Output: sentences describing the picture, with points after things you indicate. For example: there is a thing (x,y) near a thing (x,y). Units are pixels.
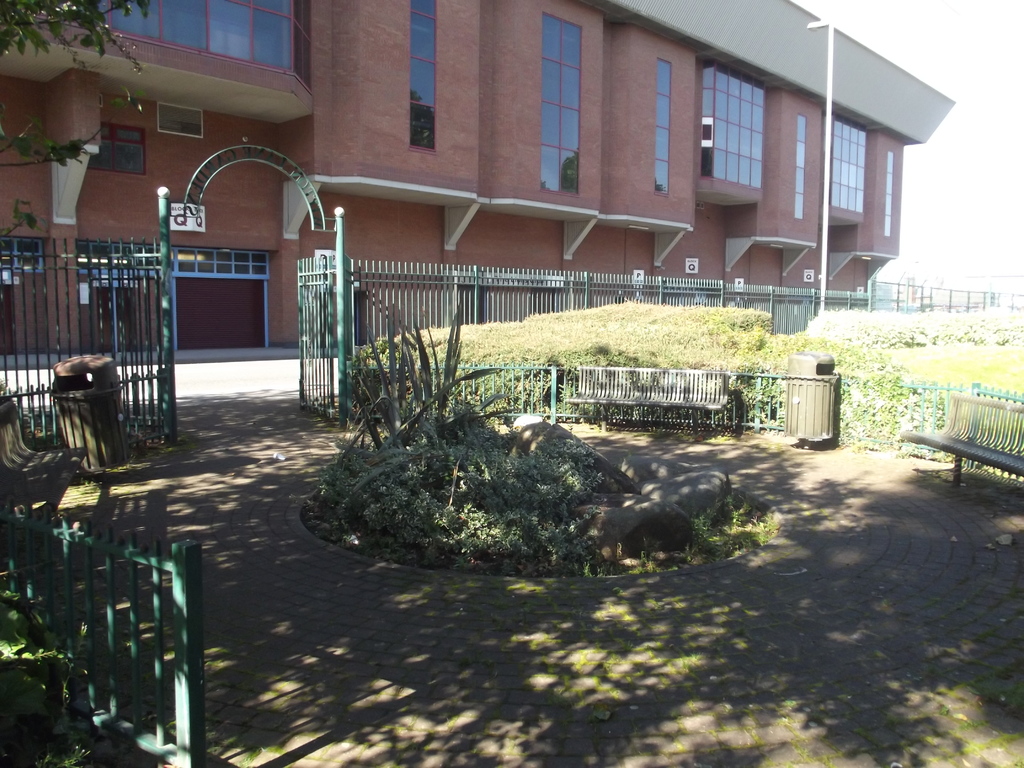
In this image I can see at the bottom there are sitting benches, on the left side (329,292) it is a compound fencing (320,337) made up of iron (310,286) and there is a building (581,153) with glasses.
